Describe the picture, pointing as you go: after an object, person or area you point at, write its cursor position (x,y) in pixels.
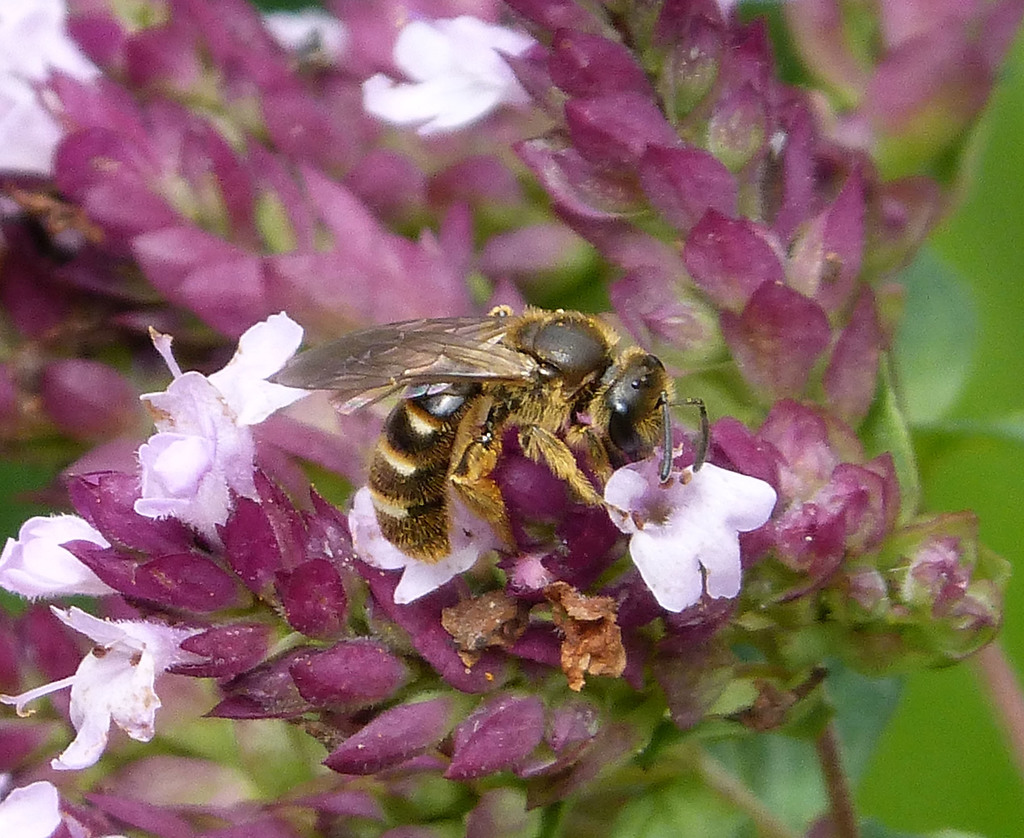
In this image we can see an insect (648,444) on a flower (699,506). Besides we can see some flowers (374,279).
